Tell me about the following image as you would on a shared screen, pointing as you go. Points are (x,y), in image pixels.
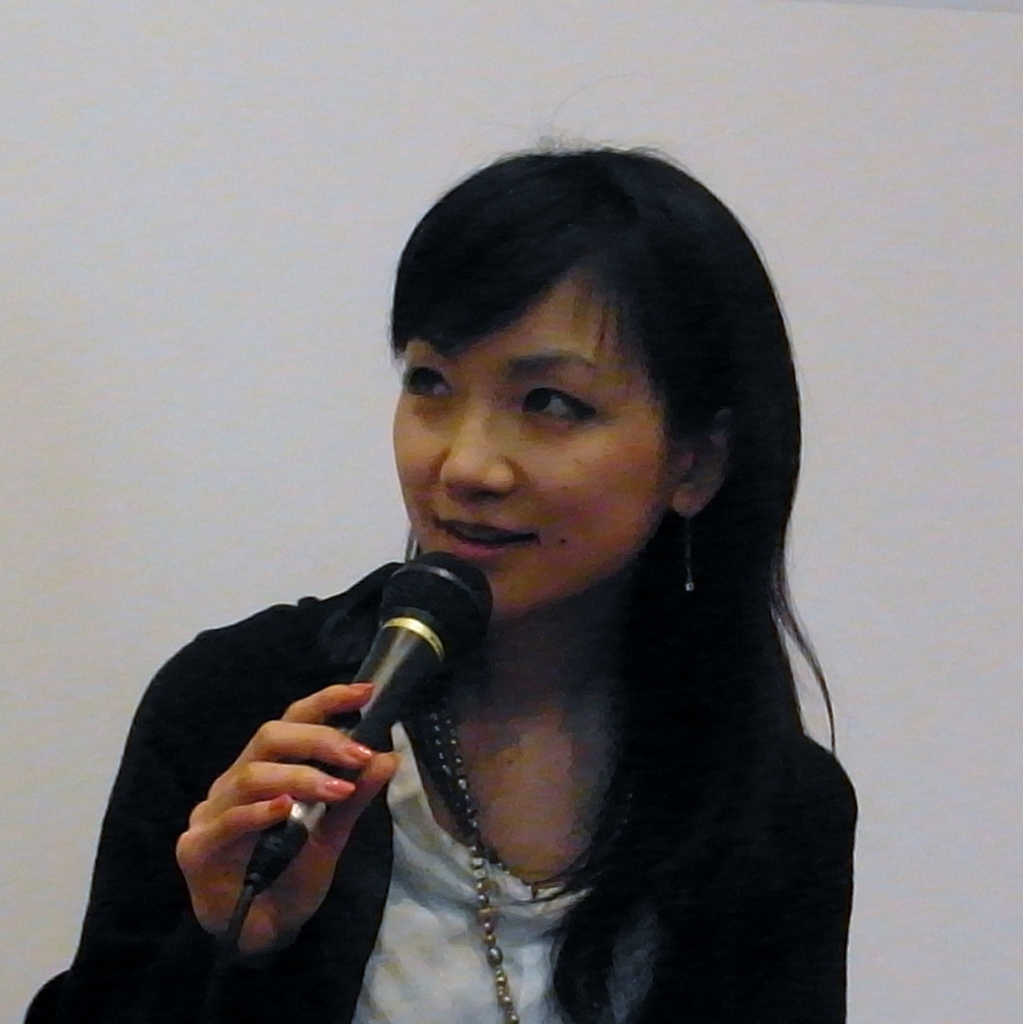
In this image, in the middle (679,551) there is a girl (809,742) she is standing and holding a microphone (409,668) which is in black color, she is speaking in the microphone (481,617), in the background (902,467) there is a white color wall (735,79).
